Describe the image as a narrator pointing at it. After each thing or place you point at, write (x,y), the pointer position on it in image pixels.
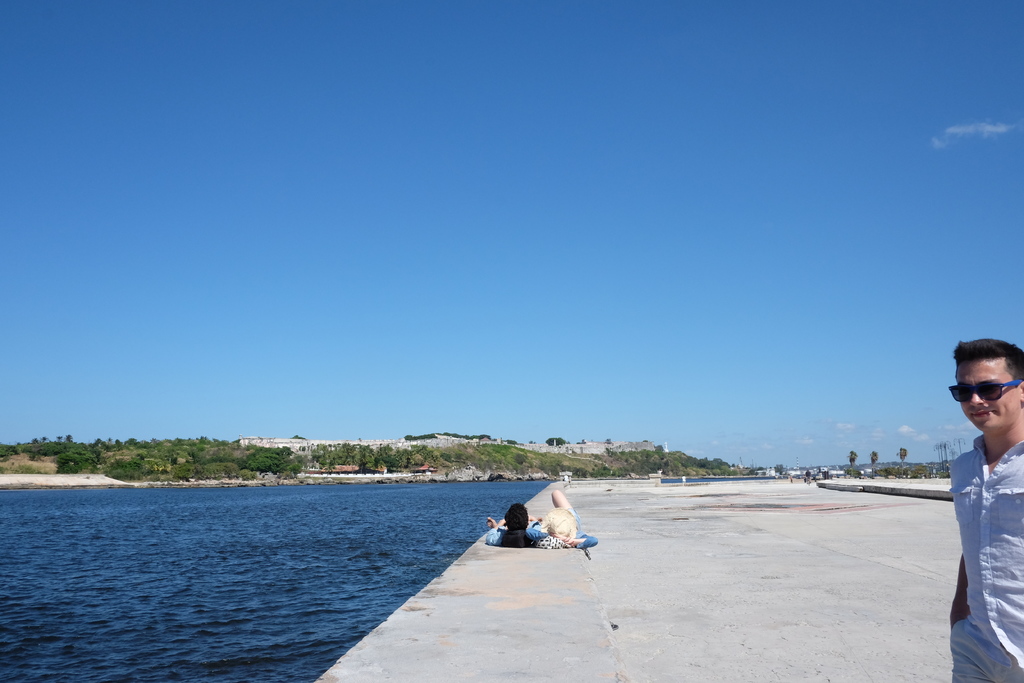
In this image I can see few people (558,527) with different color dresses (999,609). I can see the trees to the right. To the left (250,613) I can see the water (243,590) in blue color. In the background (94,468) I can see many trees (261,465) and the blue sky (339,159).
